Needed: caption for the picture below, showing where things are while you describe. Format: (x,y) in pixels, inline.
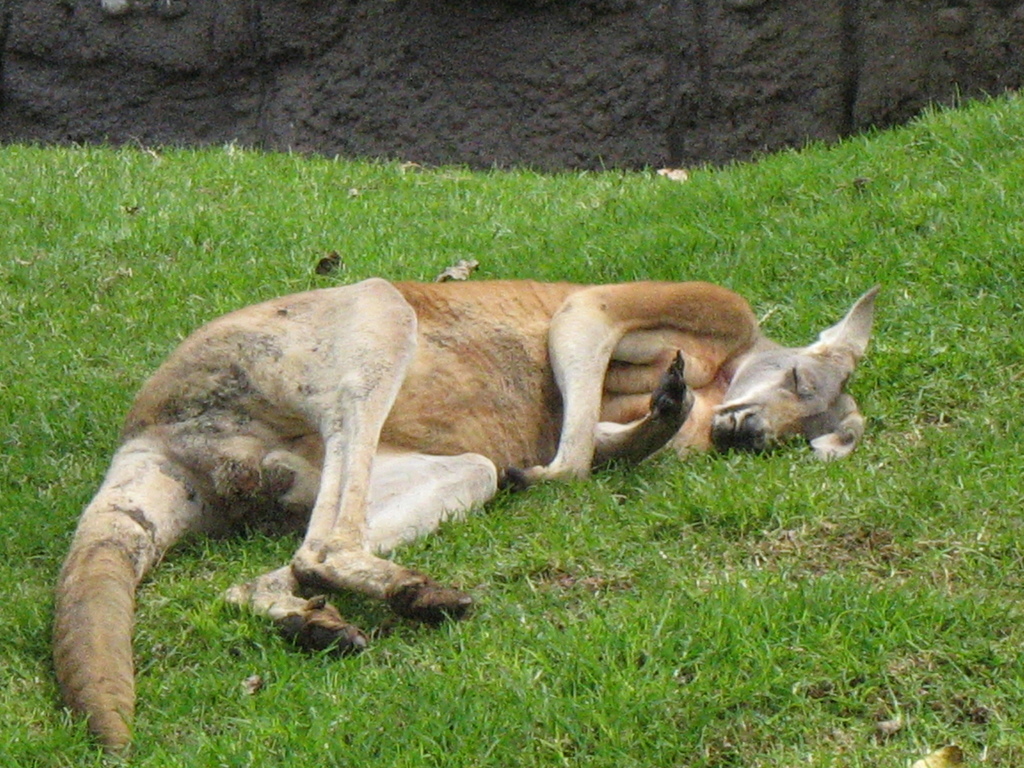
In this image in the foreground (805,524) there is a kangaroo (105,564) sleeping on the ground (584,518), and the ground (702,505) is full of grass (64,274).
